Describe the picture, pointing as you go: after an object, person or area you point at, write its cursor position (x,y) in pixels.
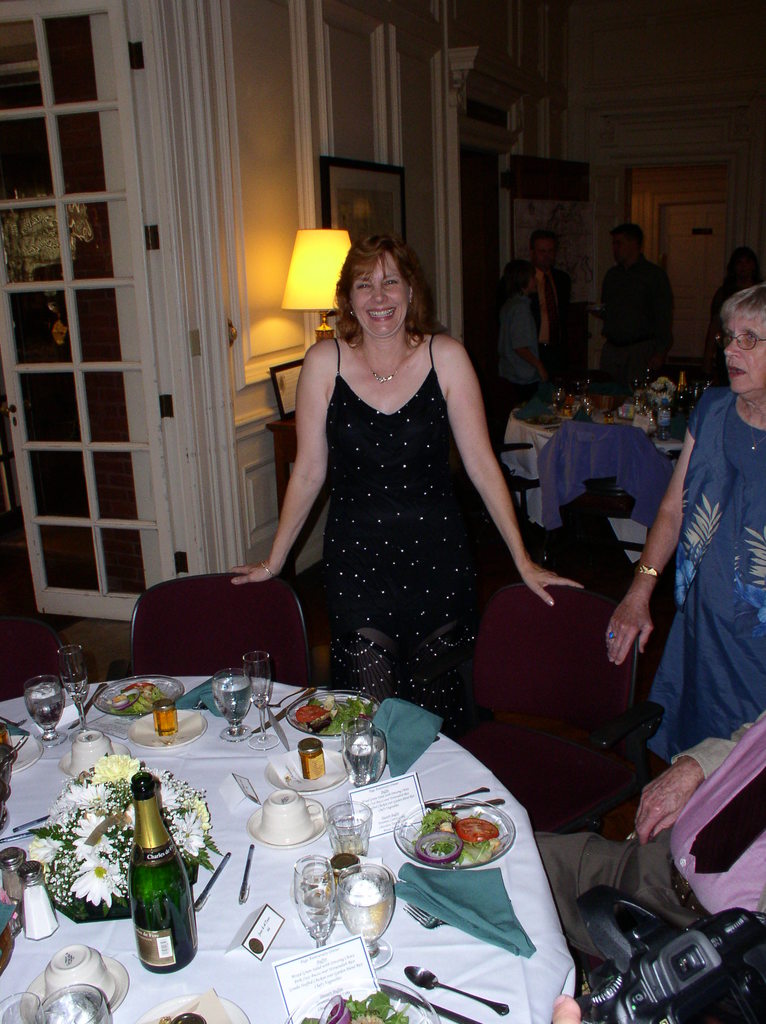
Here we can see a woman (439,435) standing and smiling, and here is the table (276,789) and wine bottle (156,836) and some objects (140,709) on it, and here are the group of people (641,294) standing, and here is the lamp (325,292), and here is the door (77,381).
